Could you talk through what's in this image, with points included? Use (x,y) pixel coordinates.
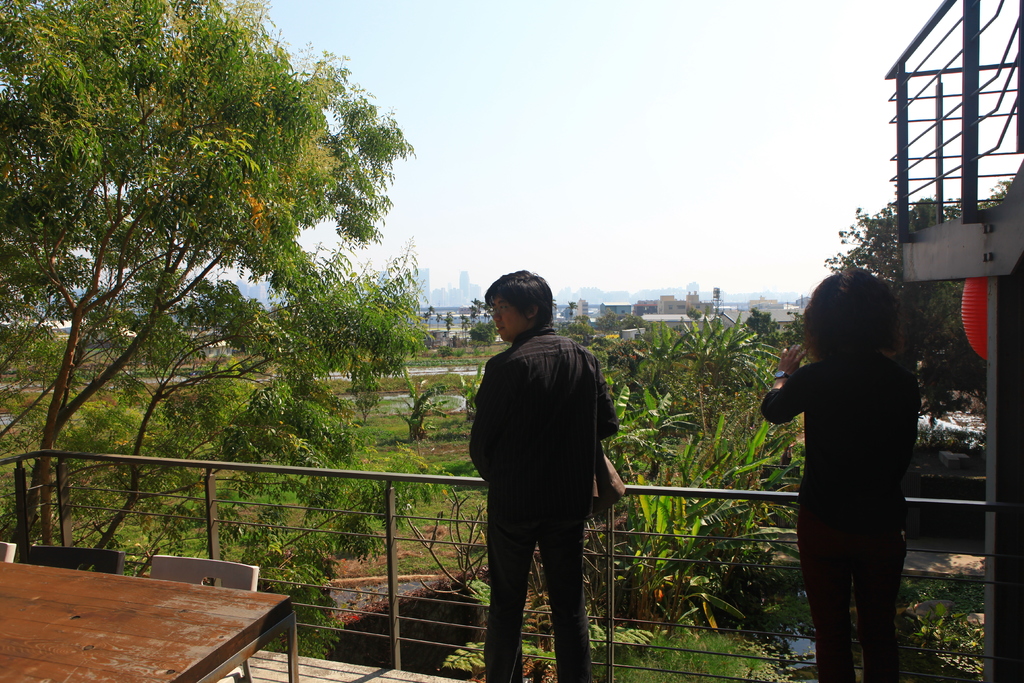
In this picture we can see a table (199,621), chairs (75,558) and couple of people (506,466) are in front of metal fence (392,554), and we can find couple of trees (315,210) and buildings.
